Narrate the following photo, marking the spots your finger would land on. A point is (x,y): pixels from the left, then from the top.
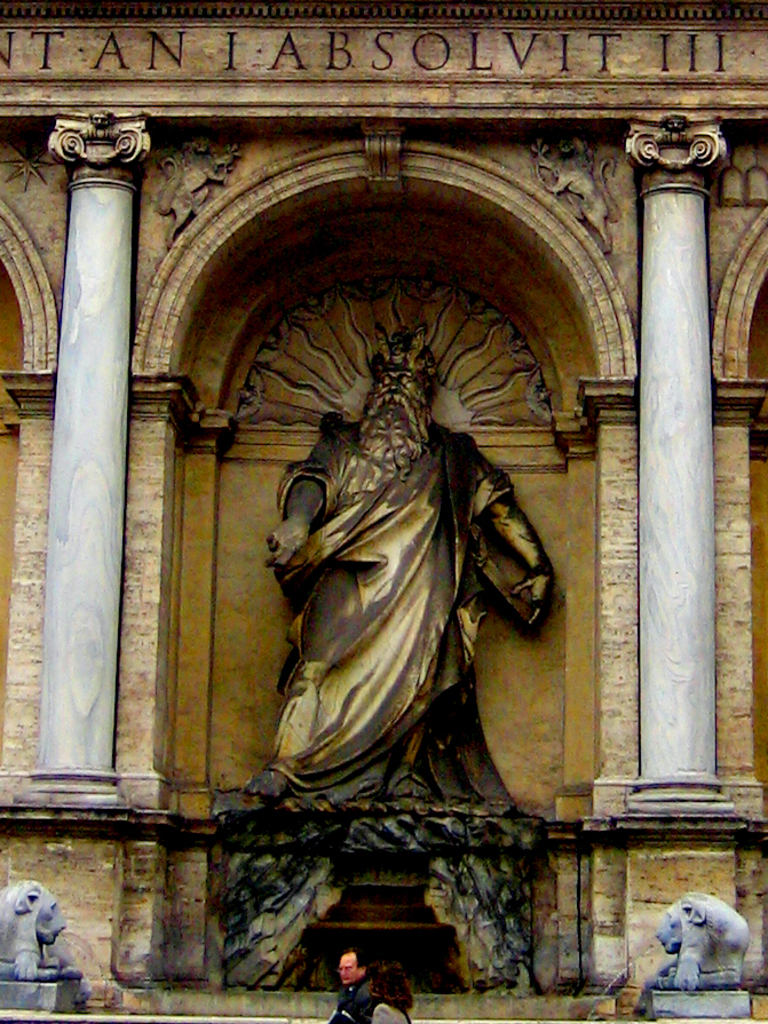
In this picture we can see people (333,1021) walking in front of a big monument (415,768) with pillars (116,420) and statues (33,921) on either side.
